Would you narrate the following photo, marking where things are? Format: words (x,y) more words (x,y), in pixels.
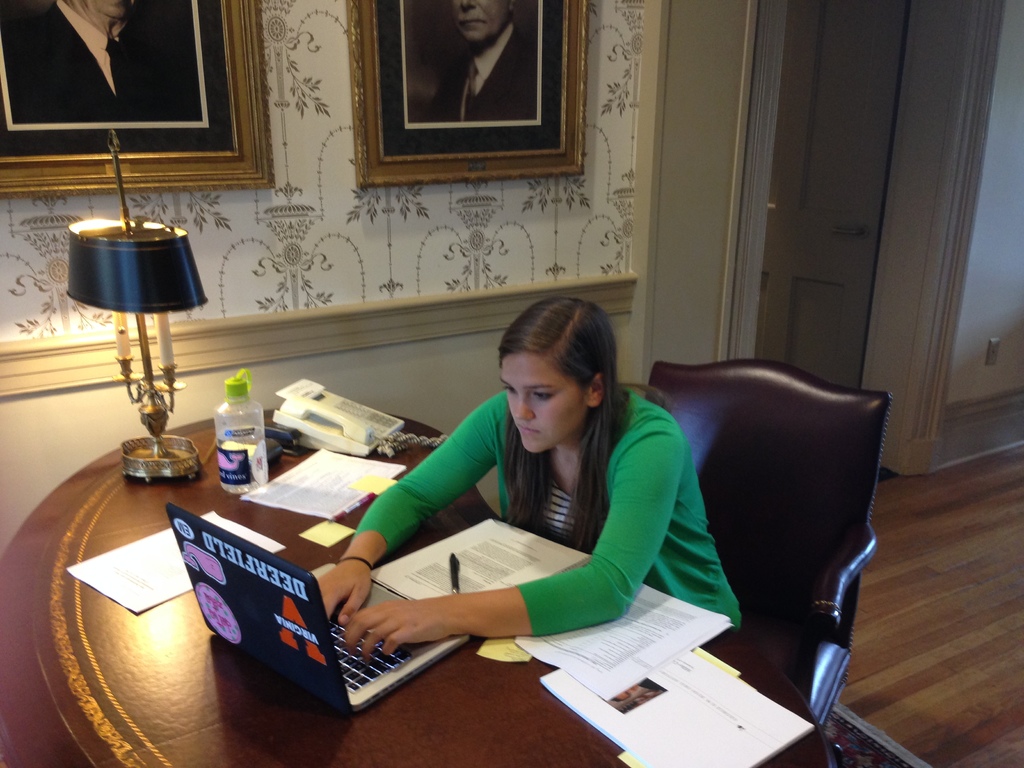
In this image there is a girl (698,477) sitting on a chair (802,611) and working with the laptop (383,590). There is a table (123,478) in front of a girl (606,601) which has paper (466,564), pen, bottle (220,419), lamp (166,382) and a telephone (280,413) on it. In the background (382,232) there is a wall (333,203) with a photo frames (266,161) attached to it.
